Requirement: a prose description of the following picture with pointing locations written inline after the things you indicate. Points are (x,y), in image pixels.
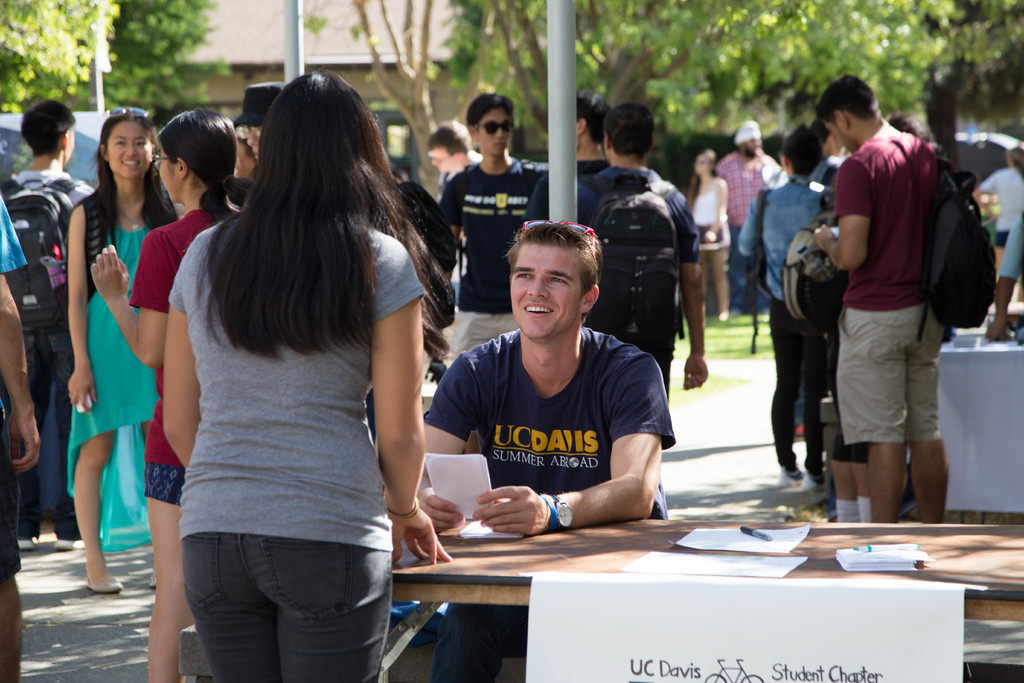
In this picture it's a sunny day. A blue shirt guy (560,311) is sitting on the table (708,551) and UC davis Summer Abroad is written on his shirt (591,469). A lady (334,486) is standing opposite to him. There is a wooden table (515,562) and a set of paper and pen (770,540) kept on it, UC Davis Student Chapter label (752,665) is attached to it. Many people (712,199) are standing around them. Also there are trees (45,42) in the background (776,34). There is also another table (967,379) in front of the trees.
